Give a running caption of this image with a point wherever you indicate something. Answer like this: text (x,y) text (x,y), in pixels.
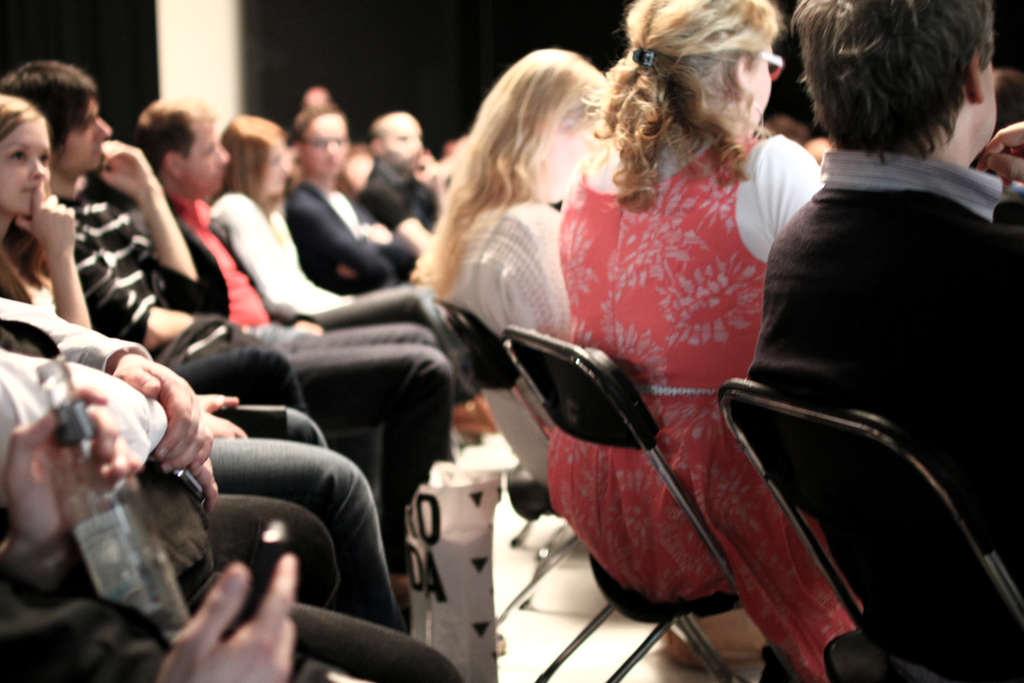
In the given image i can see a people (875,248), chairs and bottle (71,414).
